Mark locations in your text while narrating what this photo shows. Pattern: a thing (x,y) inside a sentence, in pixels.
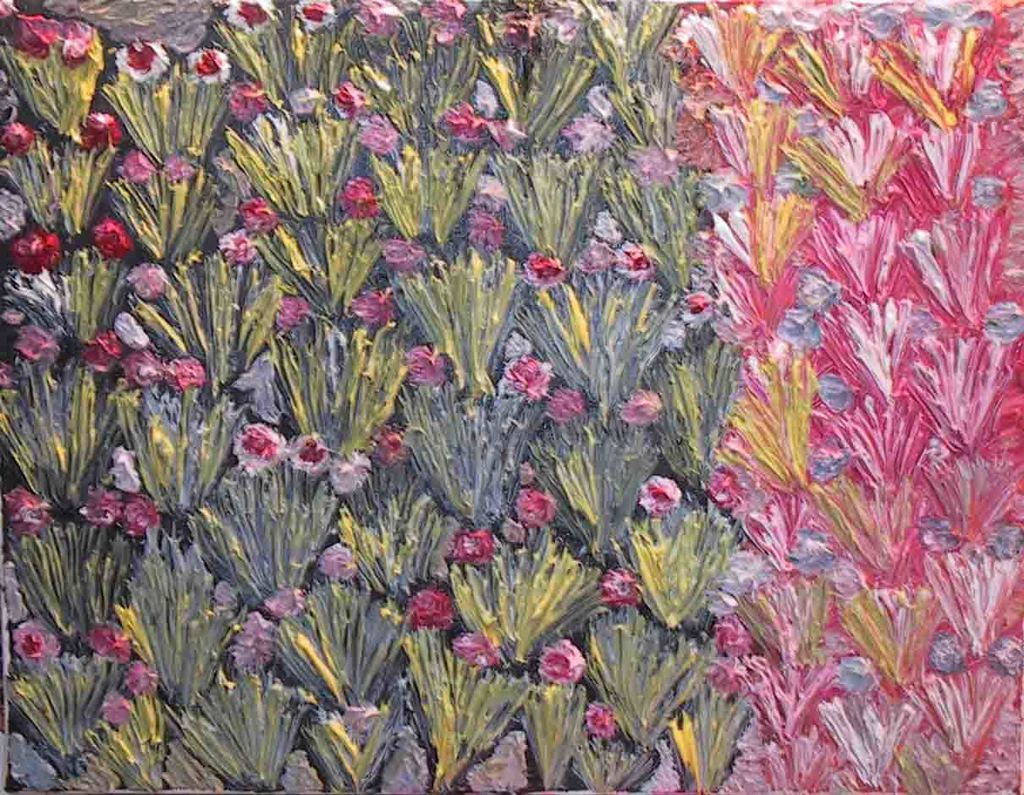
This painting consists of flowers (394,247) painted in pink and white color with green leaves (546,623).
